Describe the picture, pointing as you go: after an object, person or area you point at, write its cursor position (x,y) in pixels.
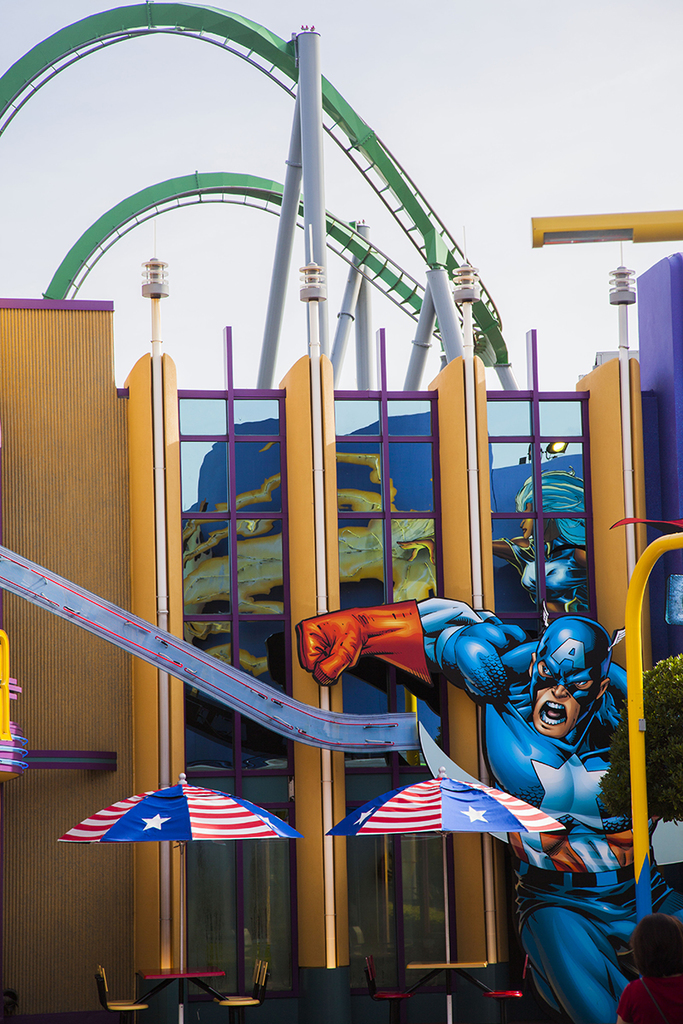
This is an edited picture and in this picture we can see tables (476,965), chairs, umbrellas (534,823), building (263,537), some people (661,927), light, poles (319,305) and some objects (354,305) and in the background (410,319) we can see the sky (410,319).
